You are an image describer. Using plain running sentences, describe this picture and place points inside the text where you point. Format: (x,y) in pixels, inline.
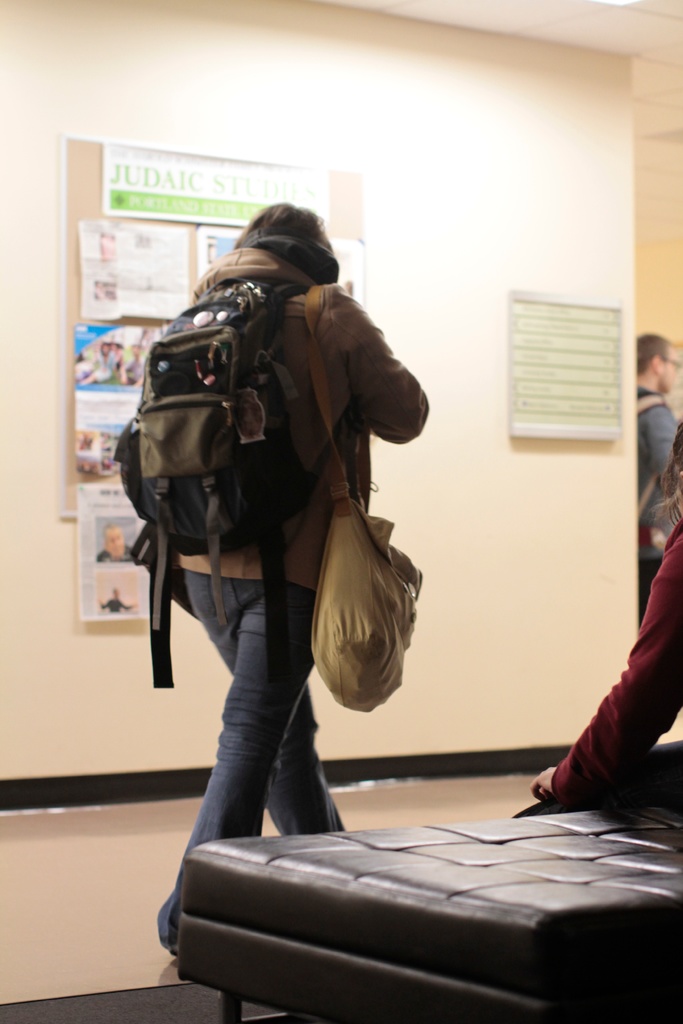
In this image i can see a person (370,520) walking wearing a bag (175,378) and a jacket (362,342). In the background (590,527) i can see a wall (499,189), a notice board (163,242) and a person (648,443).
